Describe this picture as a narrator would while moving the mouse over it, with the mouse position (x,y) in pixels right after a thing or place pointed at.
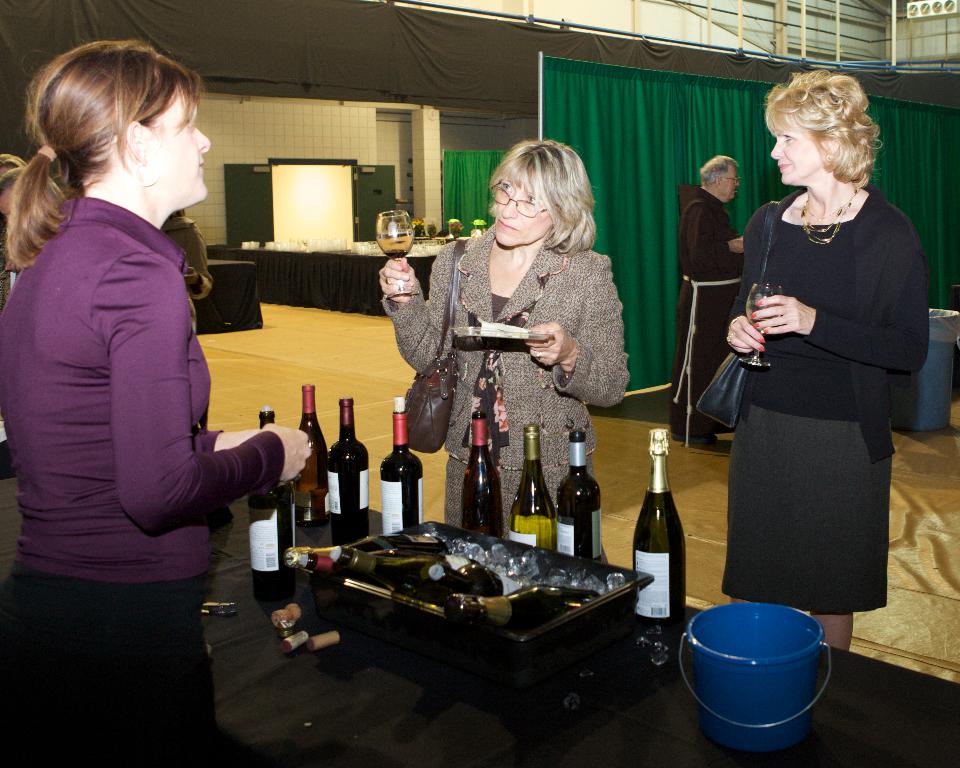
In this image there are three woman (158,303) who are standing and two of them (522,288) are holding glasses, and on the background (713,320) there is one man (702,308) who is standing and in the bottom (245,624) there is one table (277,675) and on that table (270,664) there are some bottles (321,519) and some ice cubes (501,577) and one tray (556,653) is there and also one bucket (710,681) is there on the table (284,664). And on the top (360,74) there is a wall (798,63) and one black color curtain (357,39) is there and on the right side (660,105) there is one green color curtain (623,188) and on the left side (217,131) there is wall (303,106) and some door (260,199) is there and some tables (278,268) are there.
